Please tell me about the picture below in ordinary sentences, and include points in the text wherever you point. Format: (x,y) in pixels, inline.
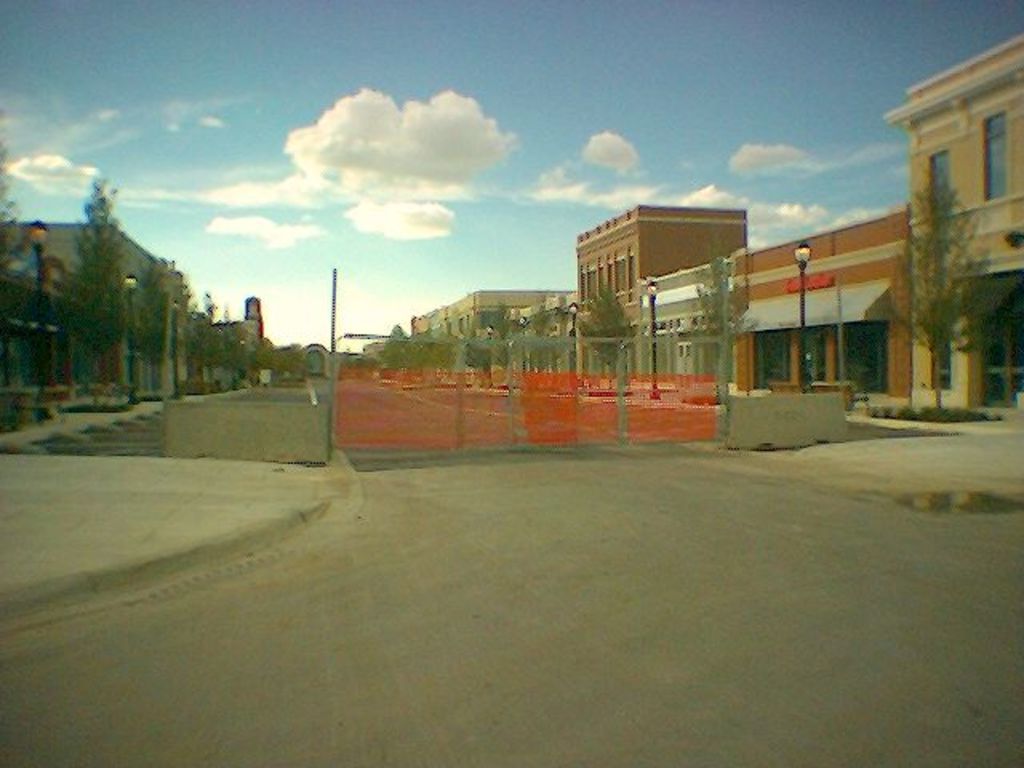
In this image we can see sky (416,150) with clouds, buildings (52,358), trees (129,319), street poles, street lights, road (322,525) and a fence (584,412).
